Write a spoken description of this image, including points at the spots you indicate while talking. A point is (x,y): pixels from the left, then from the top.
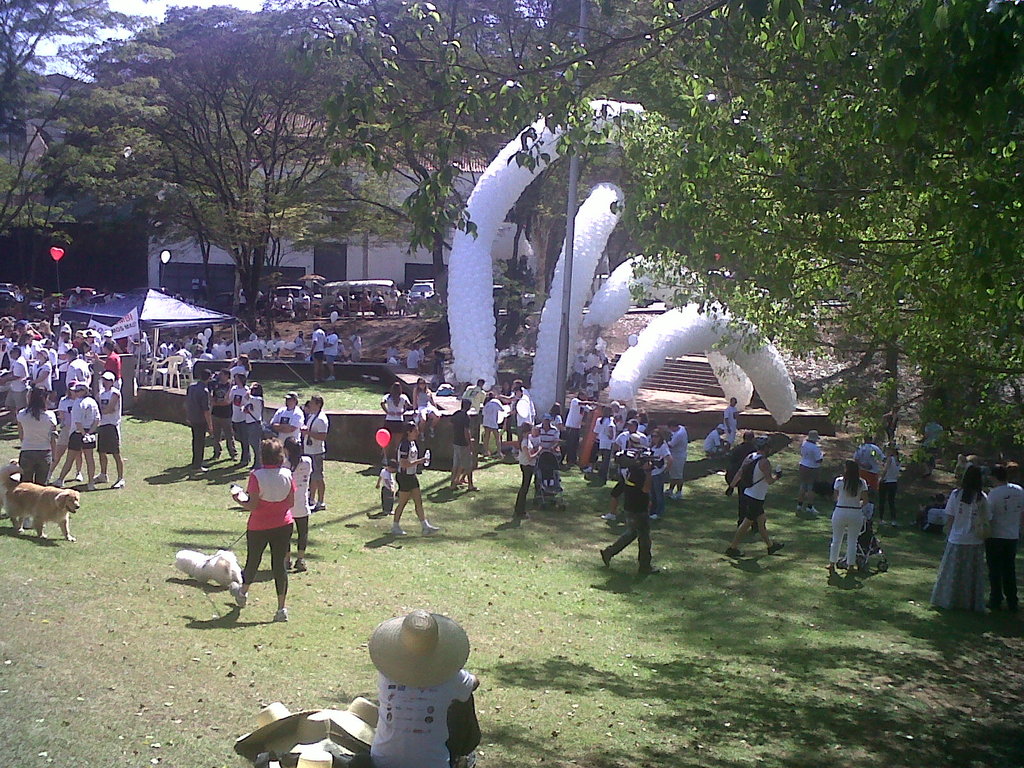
This image is taken outdoors. At the bottom of the image (147,651) there is a ground (83,591) with grass (557,612) on it and a man (403,723) is sitting on the ground (365,689) and there are a few hats (333,728) on the ground (322,702). In the background (65,240) there is a house (180,267) and there are a few trees (295,148). In the middle of the image (362,288) a few vehicles (327,285) are parked on the road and many people (314,328) are standing on the ground (424,477) and there are a few dogs (20,499). On the left side (146,314) there is a stall (158,345) and there is a board (118,333) with a text (130,331) on it.
